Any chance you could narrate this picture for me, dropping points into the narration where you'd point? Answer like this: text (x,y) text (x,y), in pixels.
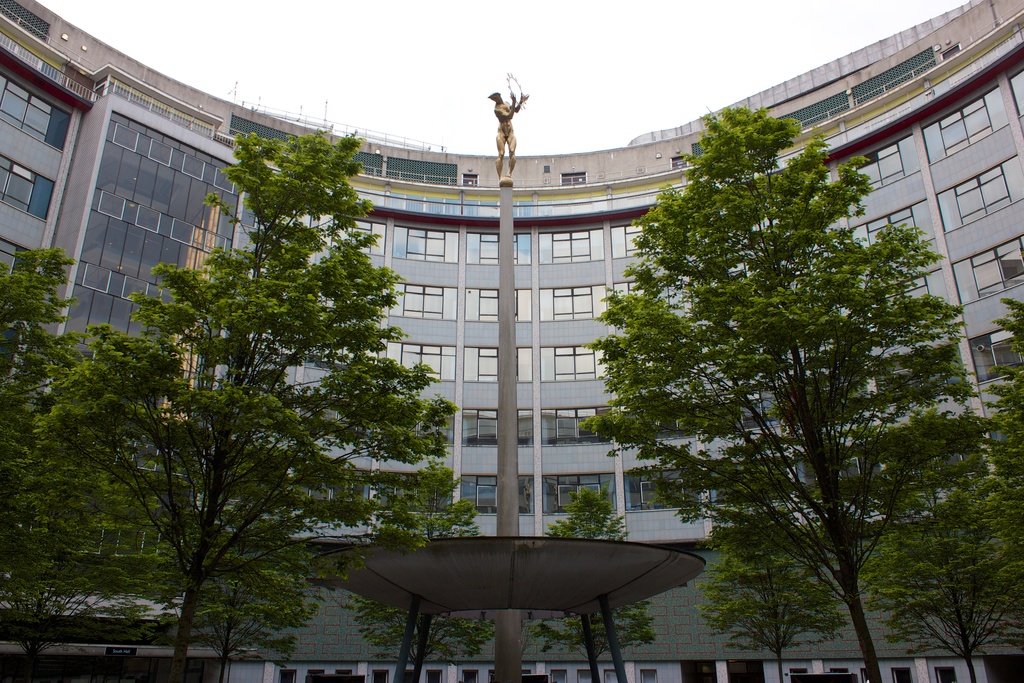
In this image we can see there is a building (484,331), plants (382,621) and trees (357,327). There is a statue (513,151) on the pole (511,275). There is an object (618,649). In the background (608,54) we can see the sky (605,22).
